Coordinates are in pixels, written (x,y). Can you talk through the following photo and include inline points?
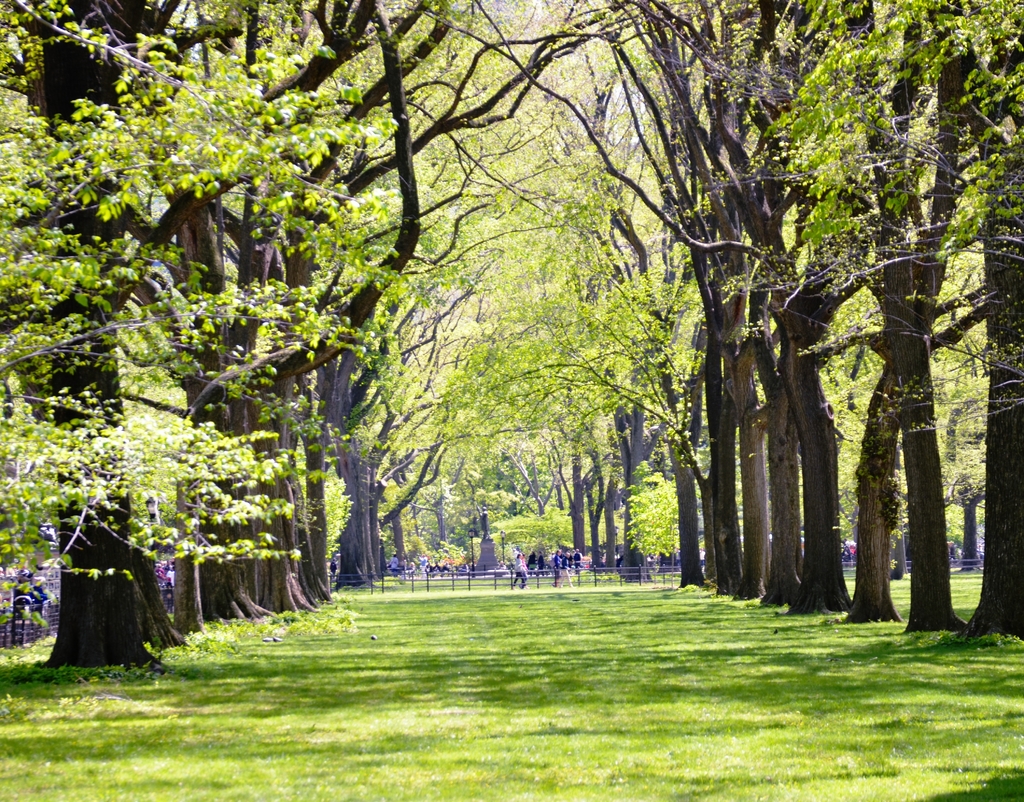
In this image I can see the trees (452,470) in the middle (672,374), in the background (568,566) they look like the persons (561,570). At the bottom (544,760) there is the grass (606,757).
